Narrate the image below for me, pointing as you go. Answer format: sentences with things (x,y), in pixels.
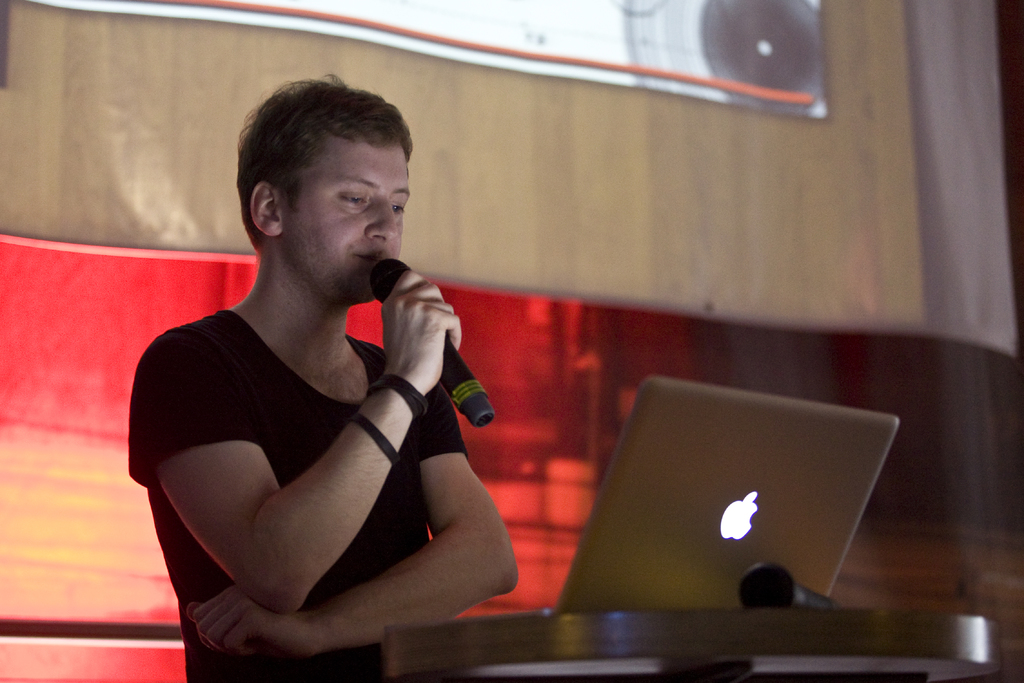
In the picture a person (357,373) catching a microphone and standing in front of a table (611,621) on the table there is a laptop (758,509) there is a wall (123,381) behind the person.
